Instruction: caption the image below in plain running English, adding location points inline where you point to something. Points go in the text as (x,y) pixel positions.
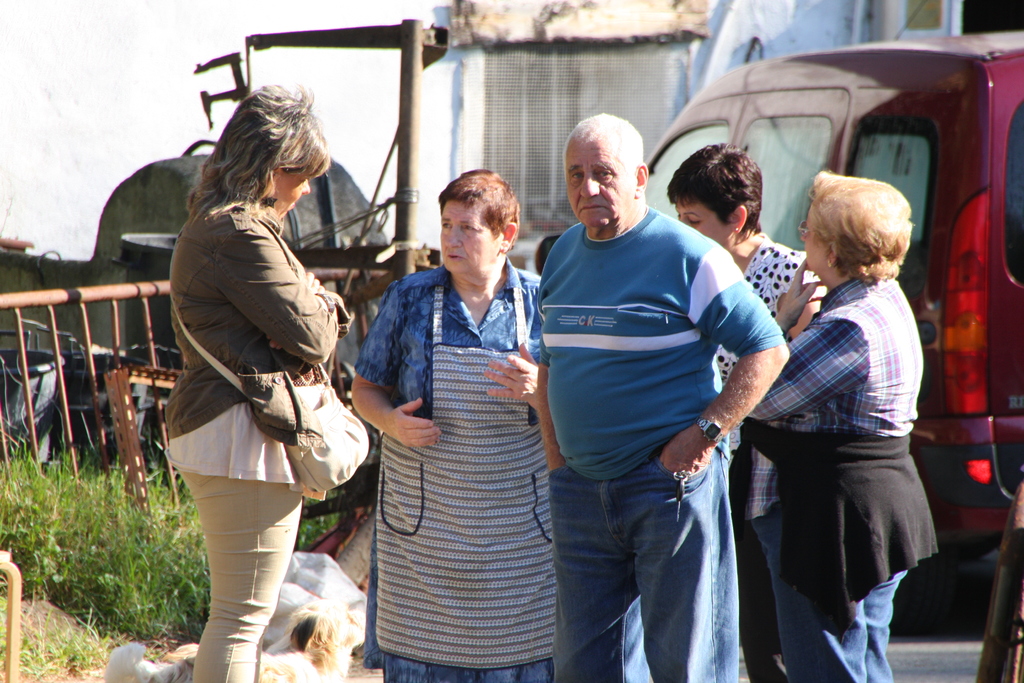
In the foreground (303,313) I can see five persons (497,519) are standing on the road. In the background (526,174) I can see a car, grass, fence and houses (511,120). This image is taken during a day.
